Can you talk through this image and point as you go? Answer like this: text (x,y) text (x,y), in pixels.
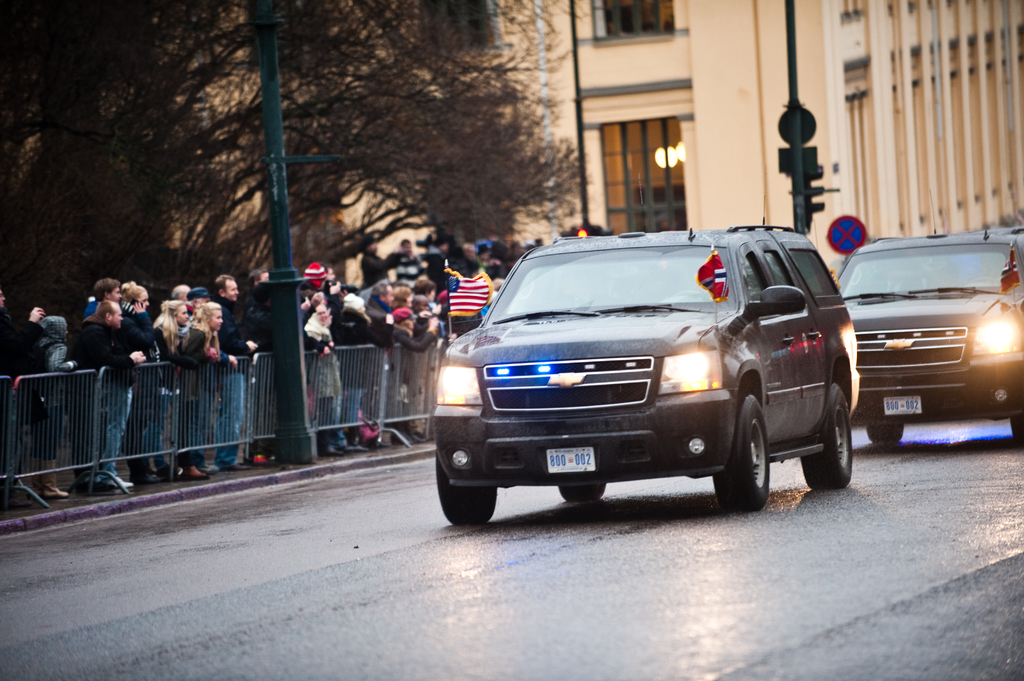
In this picture we can see vehicles (747,489) are moving on the road (549,518), side we can see fencing (218,392) few people (328,347) are standing there and watching, behind we can see some trees (530,114) and buildings (605,86).
